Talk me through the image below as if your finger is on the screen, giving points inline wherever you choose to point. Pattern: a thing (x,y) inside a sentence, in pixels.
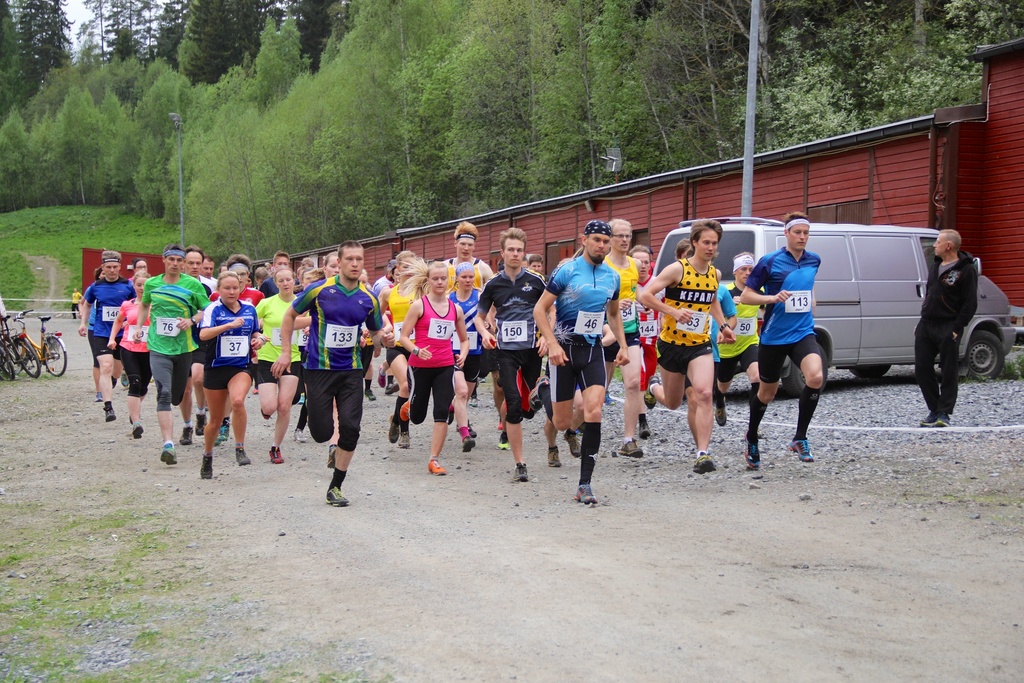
In this image there is a soil ground (421,535) on the bottom of this image (484,565), and there is a group of persons (458,267) are running as we can see in middle of this image (576,354). There is one person (945,289) standing on the right side of this image (938,329) is wearing black color dress (943,320) and there is a vehicle (856,235) on the right side of this image (837,259) and there are some bicycles (58,339) on the left side of this image (54,355), and there are some trees (360,151) on the top of this image (651,82) and there is a shelter (810,209) is on the right side of this image (719,186).
